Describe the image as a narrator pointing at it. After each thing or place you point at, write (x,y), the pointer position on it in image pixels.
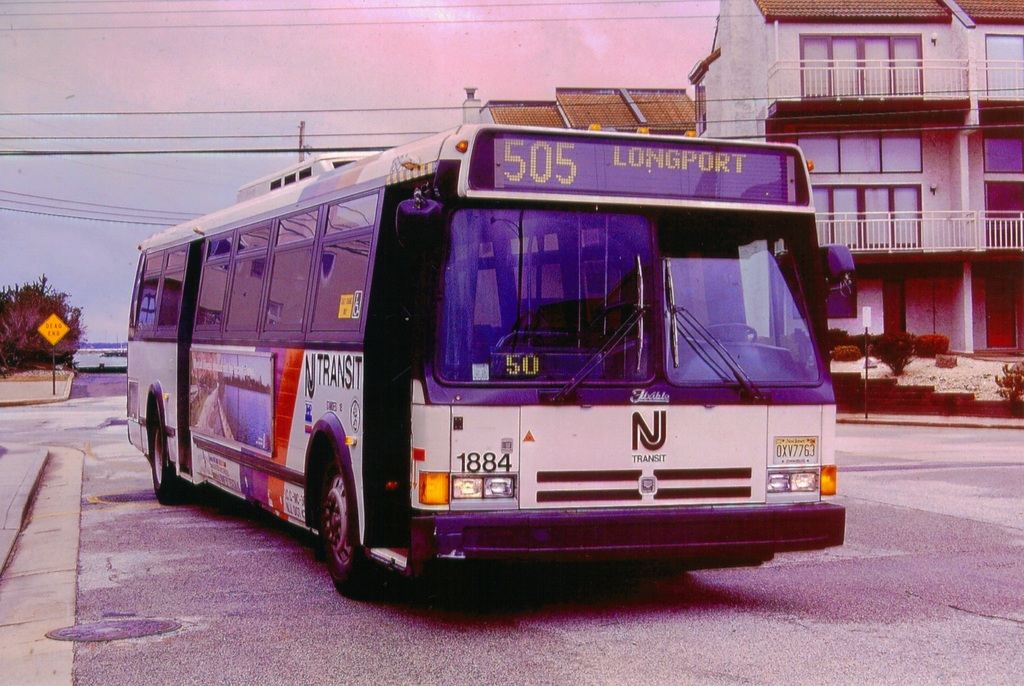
This picture is clicked outside. In the center (406,403) there is a bus (656,270) seems to be parked on the ground (43,380) and we can see the text (330,367) and some pictures (252,398) on the bus (249,457). On the right (723,74) we can see the houses (878,79) and we can see the deck rails (859,234), windows (866,36) and a door (994,285) of the house (937,264) and we can see the plants (879,355), sidewalk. In the background (67,285) there is a sky (351,57) and we can see the cables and some other objects (70,316).
